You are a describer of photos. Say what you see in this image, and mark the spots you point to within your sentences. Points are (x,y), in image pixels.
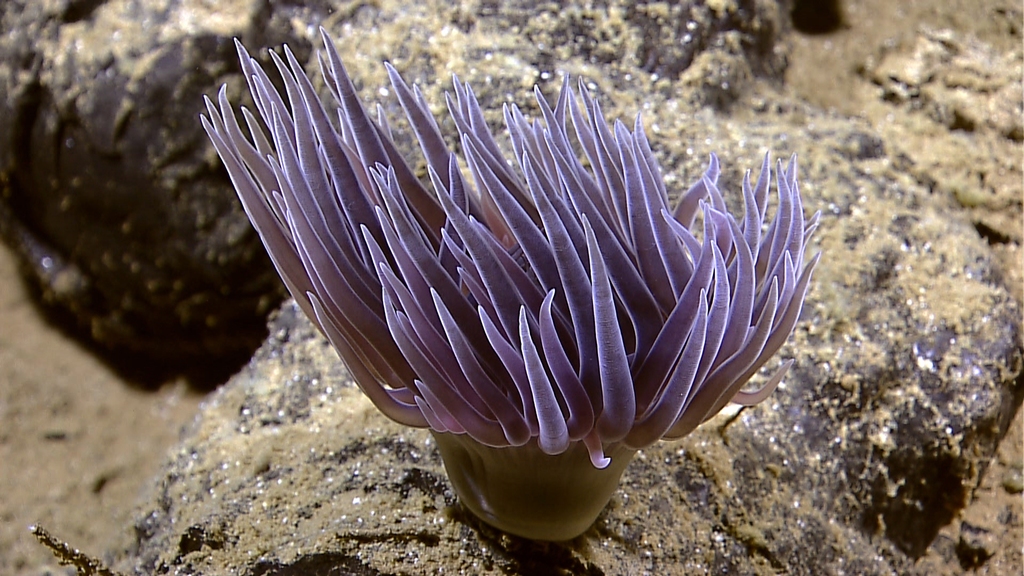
In this image we can see marine plant (522,358). Here we can see the rocks (887,395). This part of the image is blurred.
